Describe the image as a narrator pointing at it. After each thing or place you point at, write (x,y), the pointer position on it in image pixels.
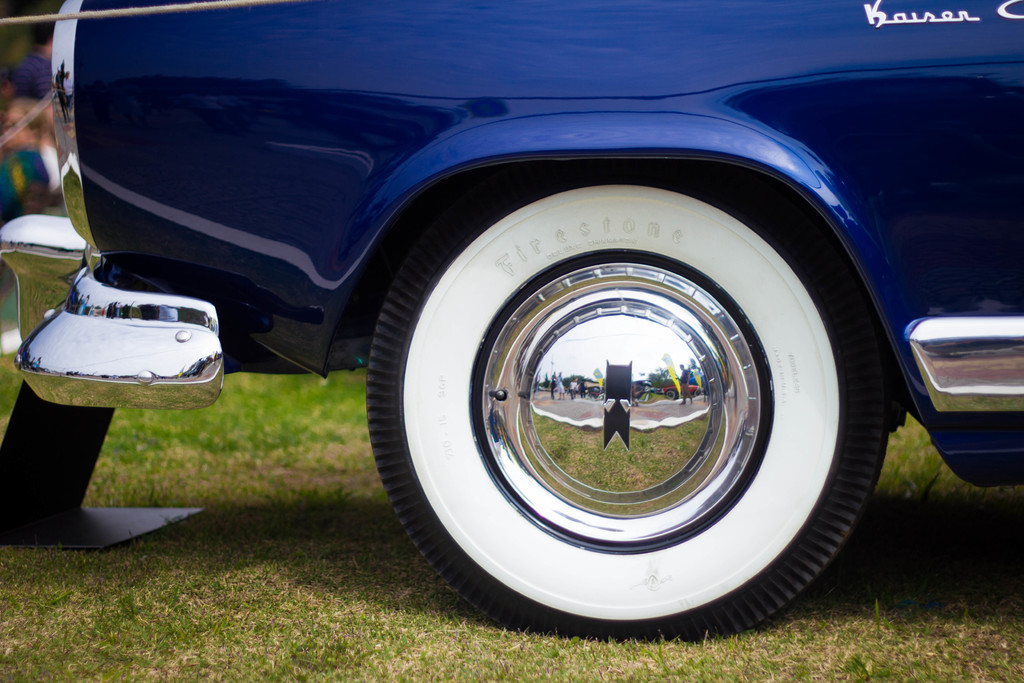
In this image in the foreground (412,212) there is one car (496,443), at the bottom (178,561) there is grass (954,574) and in the background (26,128) there are some people (14,122).
